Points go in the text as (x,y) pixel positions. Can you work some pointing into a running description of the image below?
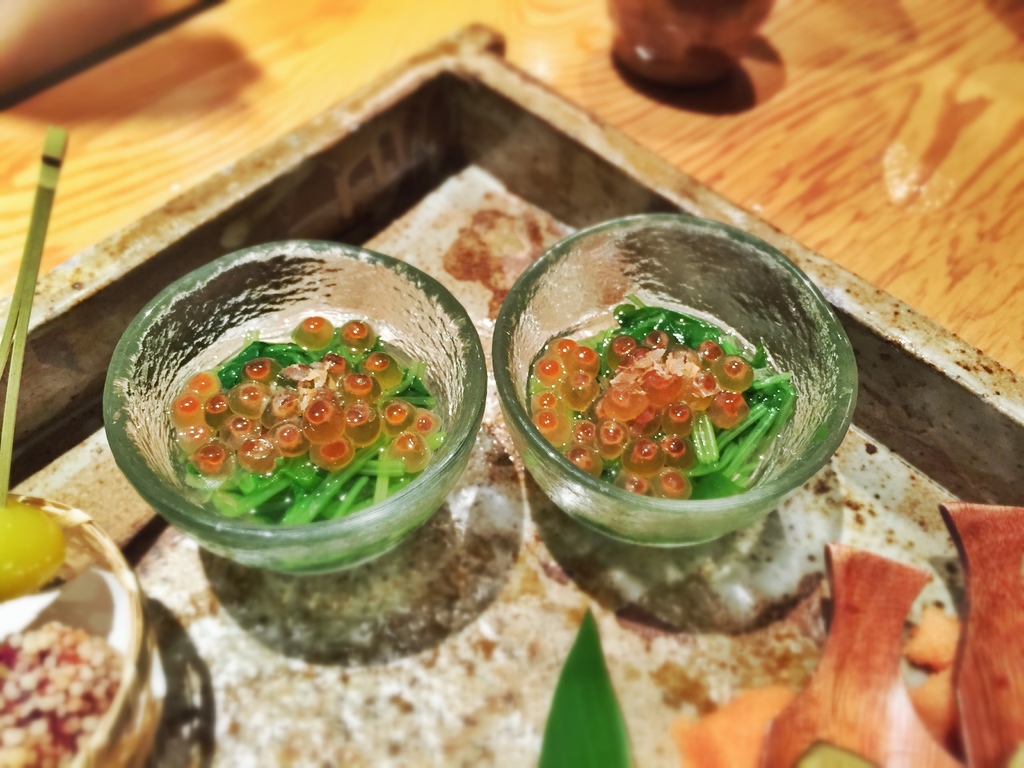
In this image, we can see bowls (251,383), a holder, food items (434,430) and some other objects (574,664) on the tray (529,570). In the background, there is another object (627,58) on the table (907,151).
